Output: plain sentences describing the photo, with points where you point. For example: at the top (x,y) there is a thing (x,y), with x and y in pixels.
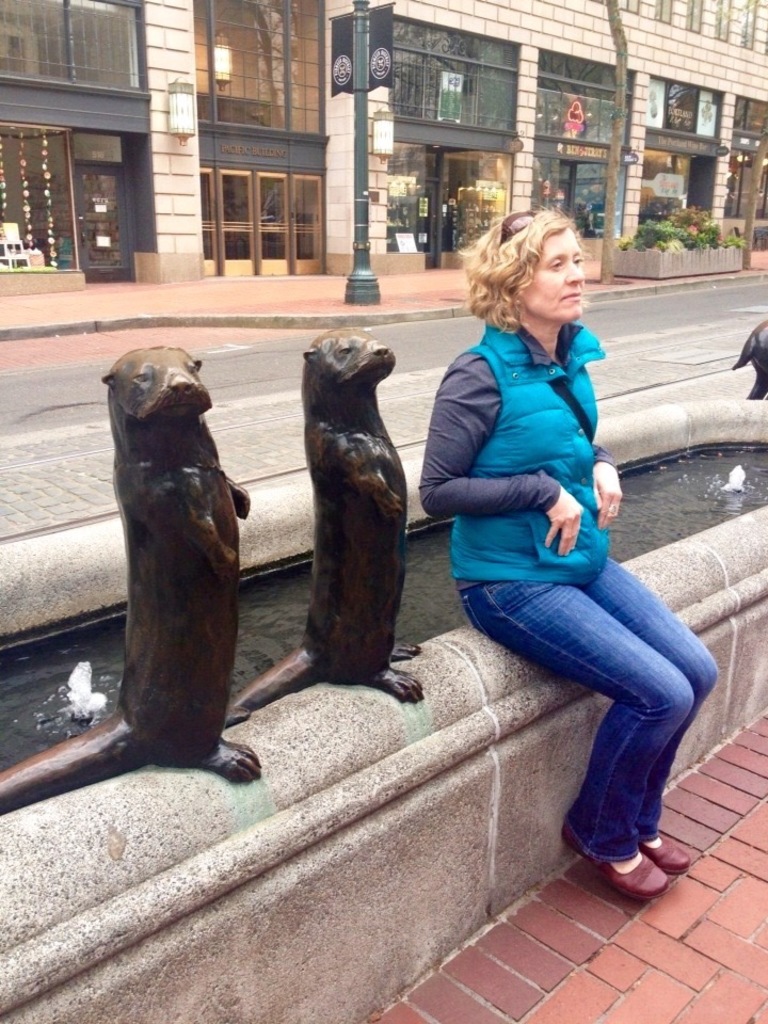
In the image a lady (529,520) wearing blue jacket (547,523) is sitting. Beside her there are two statue of animal (303,641). Behind her there is water fountain (259,597). In the background (585,122) there are buildings (505,101), poles (363,139), plants (664,230). There is a road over here.
